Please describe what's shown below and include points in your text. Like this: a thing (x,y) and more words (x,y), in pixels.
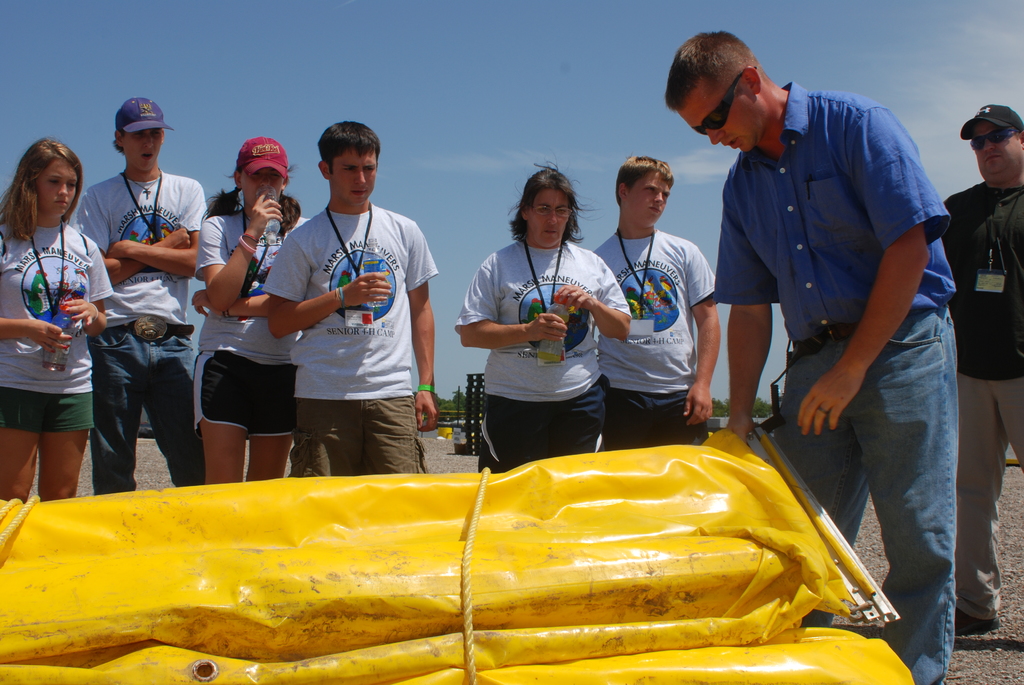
In the right side (958,454) a man (940,361) is standing, he wore a blue color shirt (857,194) and observing this and yellow color thing (652,505) and few people (478,327) are standing at here and looking at this thing (540,486). They wore white color t-shirts (687,250), at the top (385,58) it's a sunny sky (329,58).
